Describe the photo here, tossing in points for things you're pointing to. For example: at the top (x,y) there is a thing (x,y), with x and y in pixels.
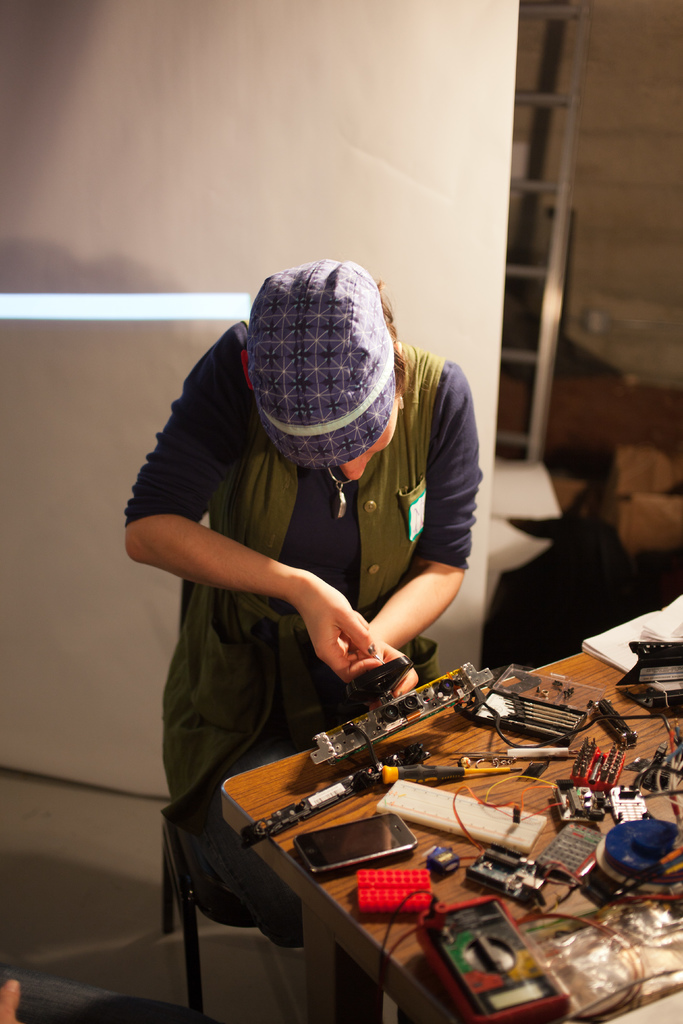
On the right side of the image (499,688) there is a table (421,1014) with mobile (330,831), wires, tools (428,765) and other items (399,758). Behind the table (431,723) there is a person (306,417) sitting and there is a cap (365,344) on the head (399,366). Behind the person (324,350) there is a wall (92,334) and also there is a ladder (558,245).
